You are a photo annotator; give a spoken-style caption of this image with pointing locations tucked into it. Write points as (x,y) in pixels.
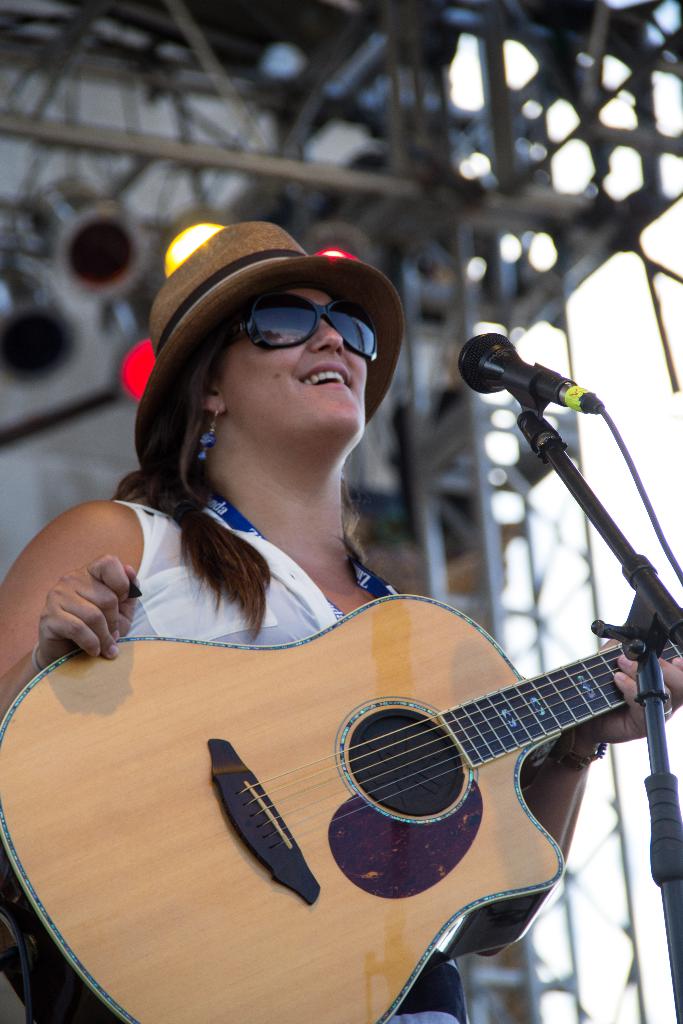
In this picture we can see a lady (231,576) in white dress (304,587) who is wearing a hat (370,366) and holding a guitar (337,681) and playing it in front of the mike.
